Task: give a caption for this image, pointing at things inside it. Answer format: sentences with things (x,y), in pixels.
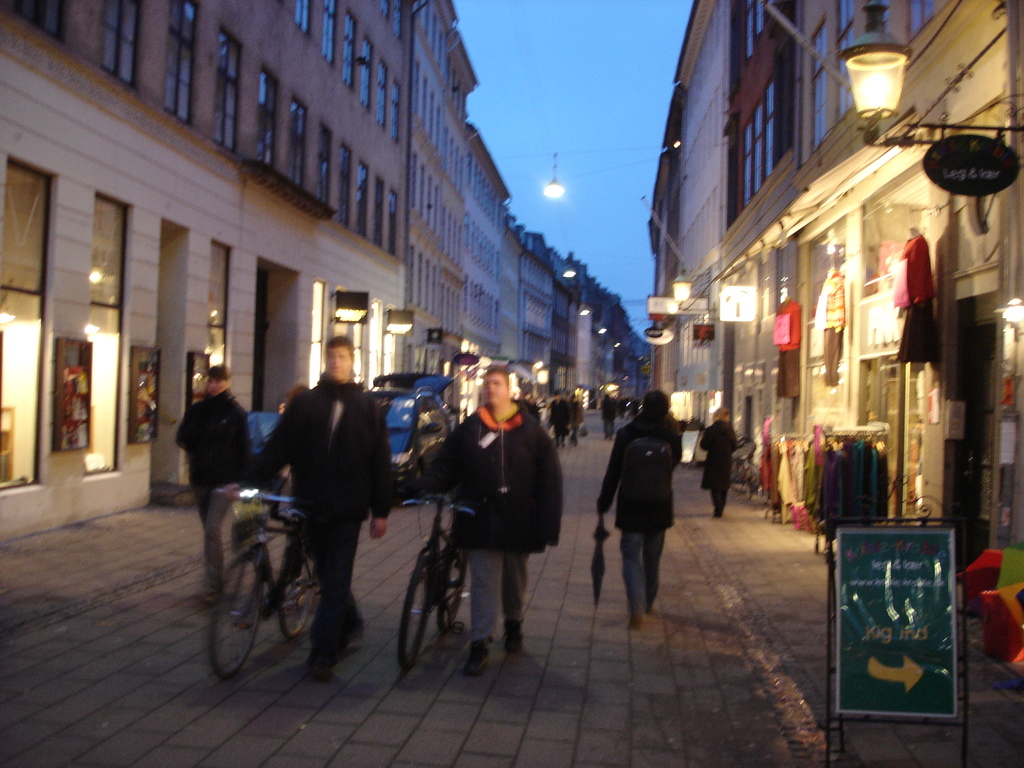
In this image we can see some people (511,612) walking on the road (448,657). We can also see two people (388,458) holding the bicycles (417,619), a car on the road (368,540) and a person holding an umbrella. On the right side (757,249) we can see some buildings (754,403) with windows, a board (846,569), street poles (688,287) and a person (724,482) walking on the foot path (737,539). On the backside (558,262) we can see some buildings (558,262) and the sky (586,221).
